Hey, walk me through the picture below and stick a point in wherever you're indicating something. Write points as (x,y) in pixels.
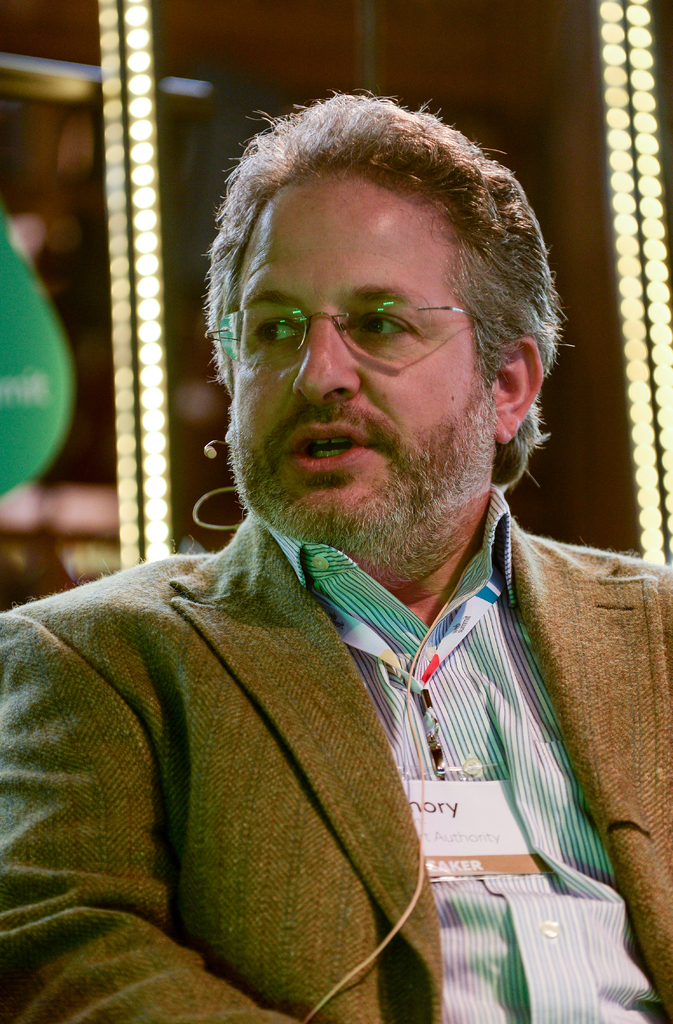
In this image there is a person (248,739) sitting and looking into the left side of the image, behind him there are lights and a balloon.
